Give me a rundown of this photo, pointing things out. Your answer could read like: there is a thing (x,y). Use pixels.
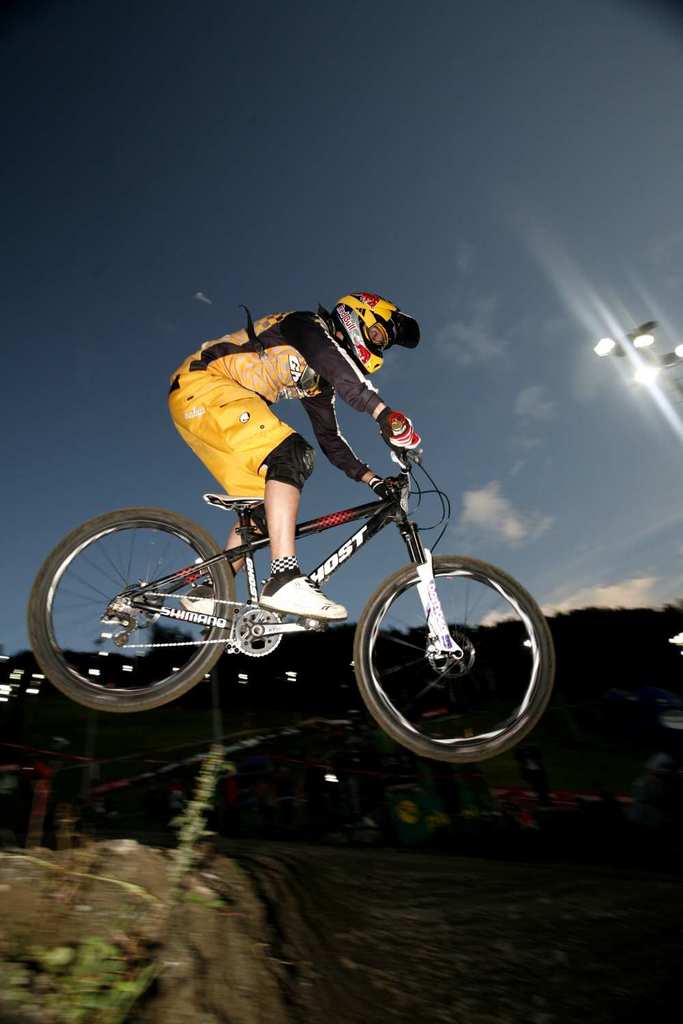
In this picture there is a man (245,467) wearing yellow color jacket (249,386) and shorts (233,439) riding the black color bicycle (240,605) and doing stunts. Behind there is a street pole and sky (481,146).
